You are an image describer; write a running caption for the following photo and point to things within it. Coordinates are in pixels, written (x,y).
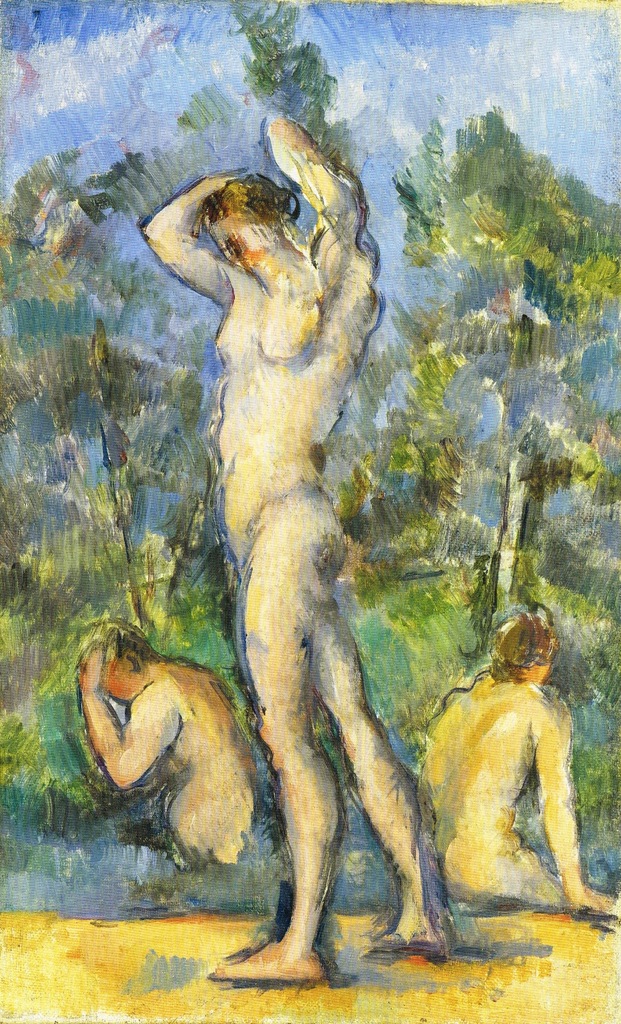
In this image there is a painting (285,454) of a woman (279,608). In the background (86,461) there are trees (102,424). Beside the woman (345,527) there are two persons (210,722).
